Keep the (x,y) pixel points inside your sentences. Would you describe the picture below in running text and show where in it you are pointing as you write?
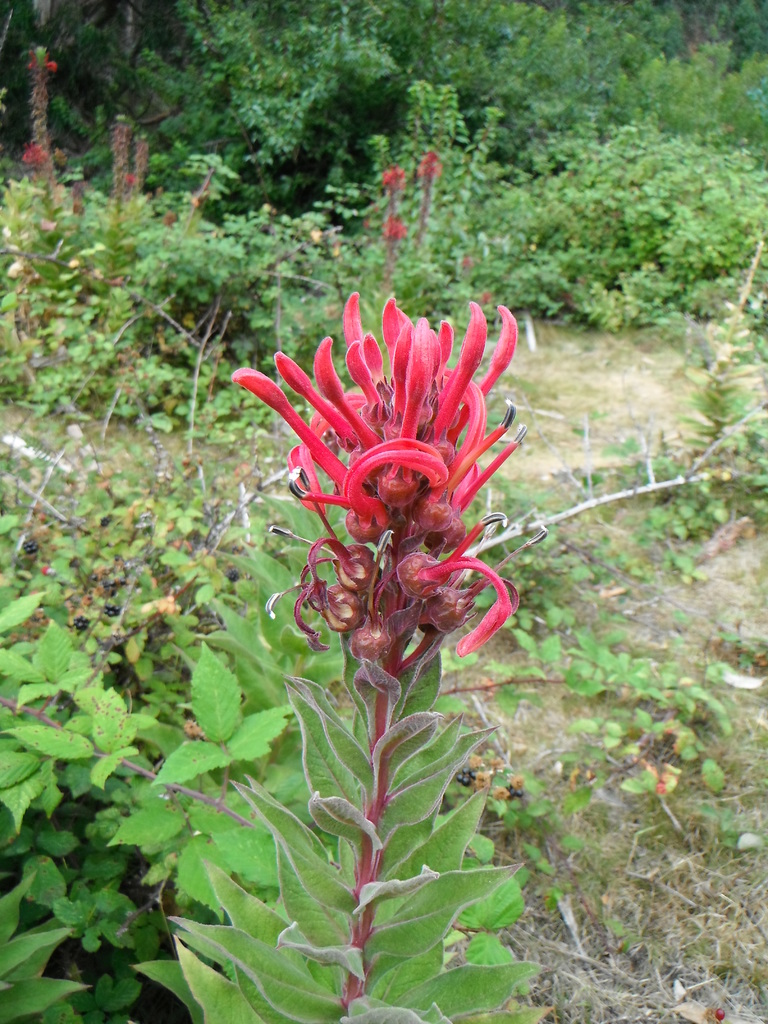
In the foreground of this image (413,468), there is a red color to a plant (388,778). In the background (135,539), there are plants (156,258), few sticks (596,500) on the ground (555,503).
